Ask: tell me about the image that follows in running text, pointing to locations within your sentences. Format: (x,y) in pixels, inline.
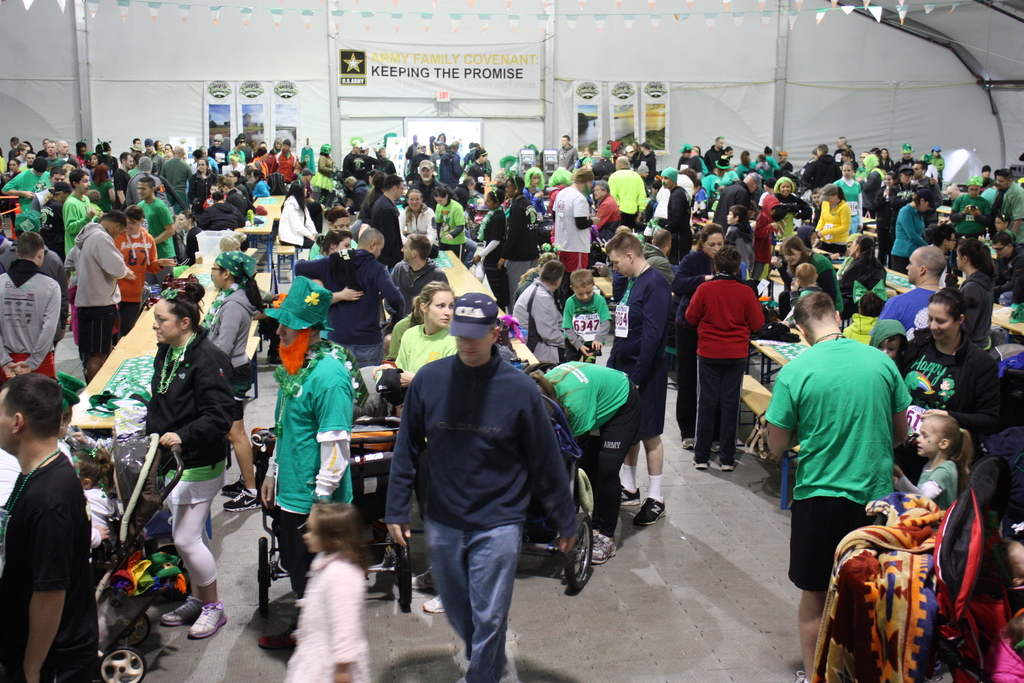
In this image there are few person (703,412) standing on the floor (742,543) having few baby trolleys (352,448) on it. There are few tables (896,288) on the floor (699,532). Background (488,82) there are few banners (576,91) attached to the wall (597,66). Left side (210,387) there is a woman (225,391) wearing a black jacket (209,403) is holding a baby trolley (118,502). A kid (105,530) is in the baby trolley (124,561). There are few objects (112,397) on the tables (151,349).
